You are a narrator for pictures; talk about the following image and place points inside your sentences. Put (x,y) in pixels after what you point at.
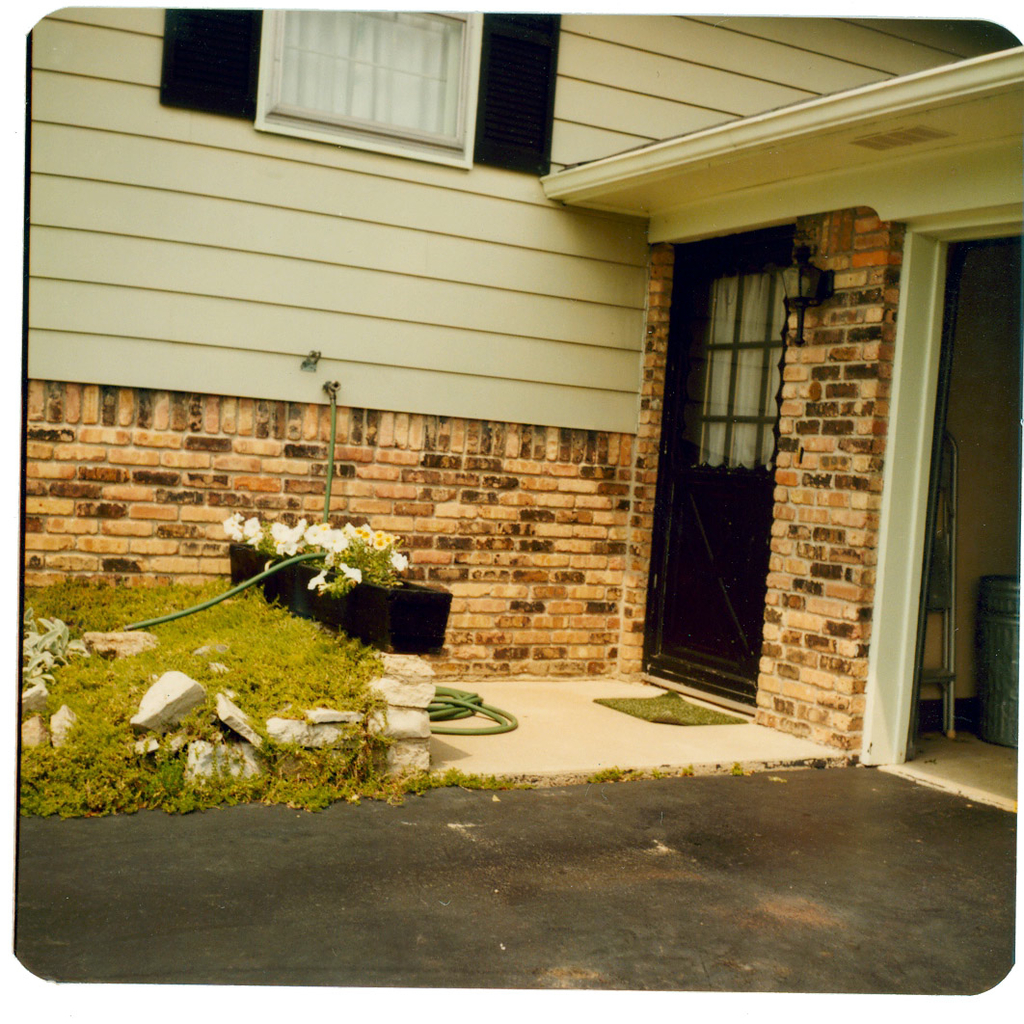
In this image we can see a building (609,375) with windows (725,288) and a door (719,502), in front (668,693) the building (798,730) there is a flower pot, there are some stones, grass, pipe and a mat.
